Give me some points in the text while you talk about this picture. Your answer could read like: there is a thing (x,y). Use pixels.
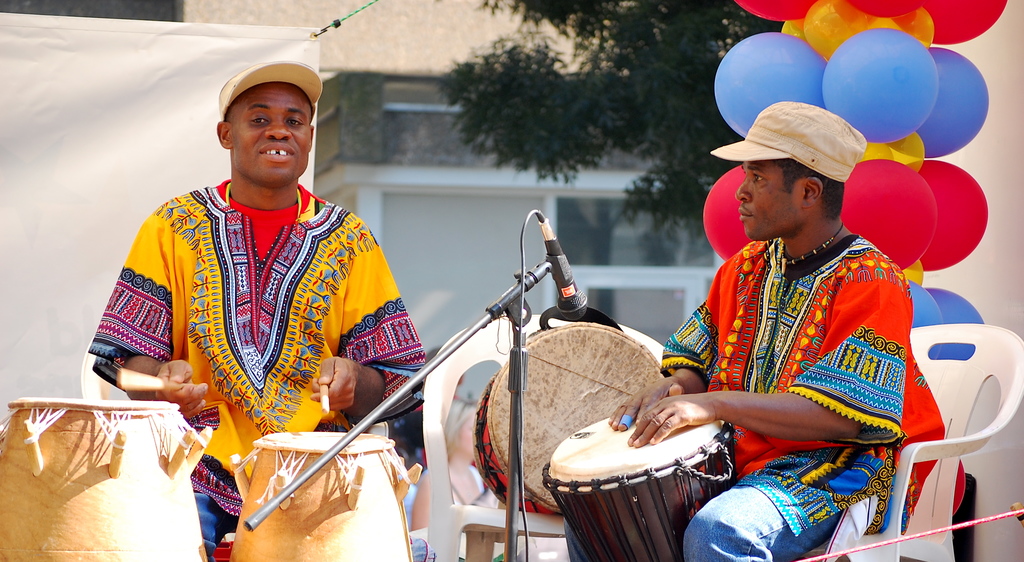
In this image I can see two people (364,302) sitting and these people (665,404) are playing musical instruments (579,507). In front of them there is a mic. At the back of them there are balloons (784,73) and the banner (69,121). In the background (428,24) there is a tree (523,70) and the building (400,193).
